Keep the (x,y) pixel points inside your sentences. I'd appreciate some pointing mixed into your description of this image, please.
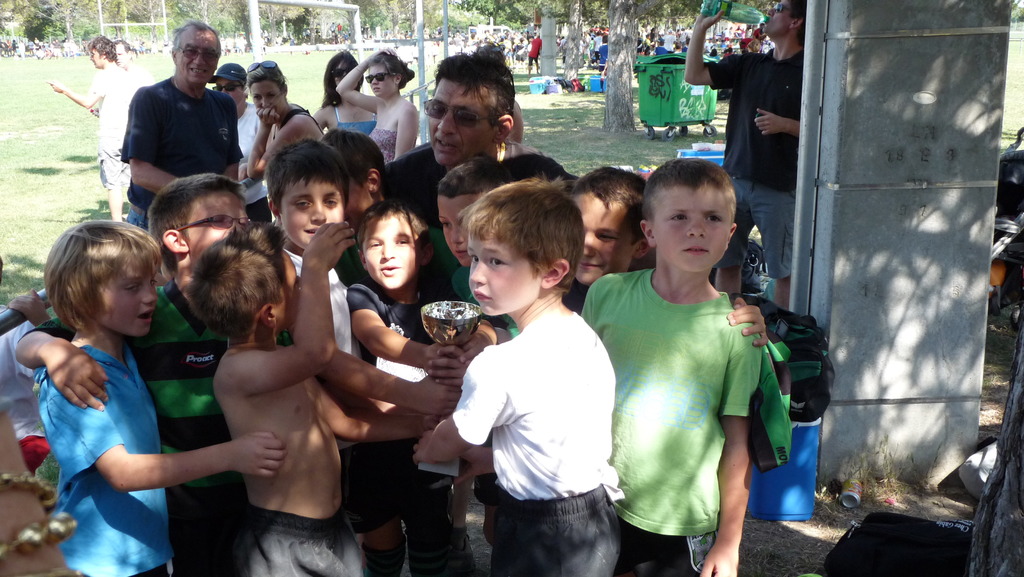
Here I can see few children (468,267) standing and holding a trophy (435,321) in their hands (438,366). At the back (207,149) few people (301,112) are standing and smiling by looking at these children (423,340). On the right side (928,173) there is a pillar (911,181). At the bottom (788,481) few objects (812,472) are placed on the ground (802,536). Behind the pillar (834,58) there is a man (770,86) standing, holding a bottle (735,16) in the hand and drinking the water (757,17). In the background (505,34), I can see a crowd of people (513,44) on the ground (31,199) and there are many trees (619,89) and poles (418,24). On the ground (62,109), I can see the grass (38,182).
